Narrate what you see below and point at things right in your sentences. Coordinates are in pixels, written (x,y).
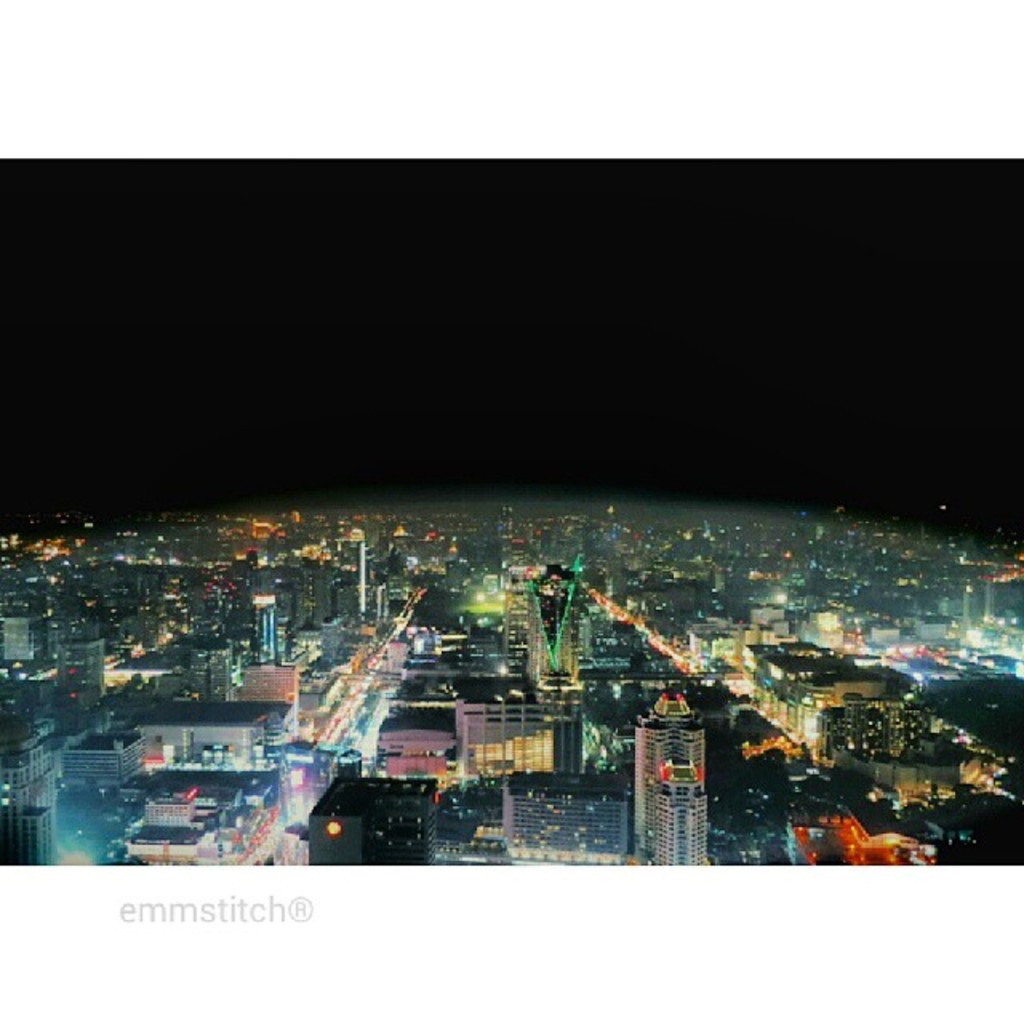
In this image we can see a group of buildings (644,744) with lights (367,756). In the bottom (296,917) we can see some text (266,919). In the background (574,409), we can see the sky (515,409).
